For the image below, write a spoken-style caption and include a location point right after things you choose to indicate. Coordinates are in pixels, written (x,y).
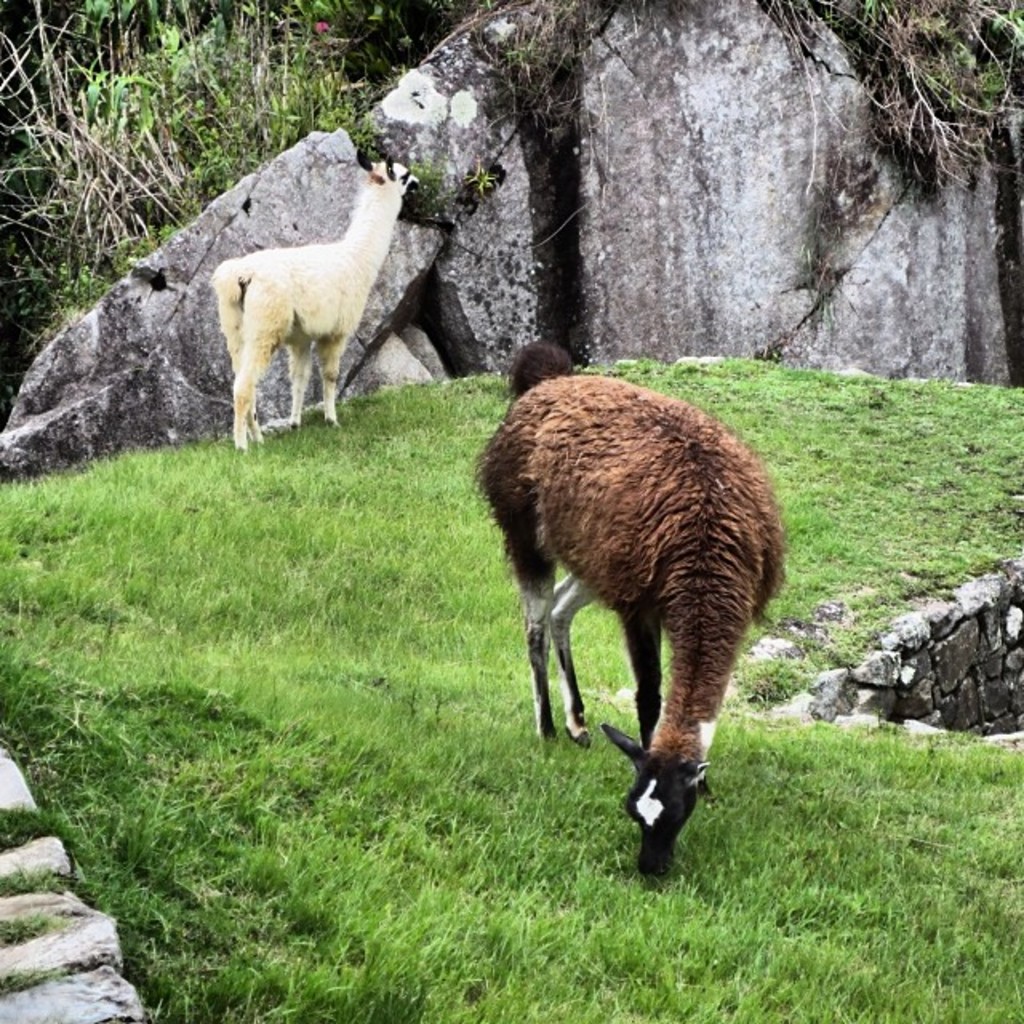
In this image we can see a few animals (512,553) on the ground (502,385), also we can see the plants (477,182), grass (329,612) and the wall (347,142).
